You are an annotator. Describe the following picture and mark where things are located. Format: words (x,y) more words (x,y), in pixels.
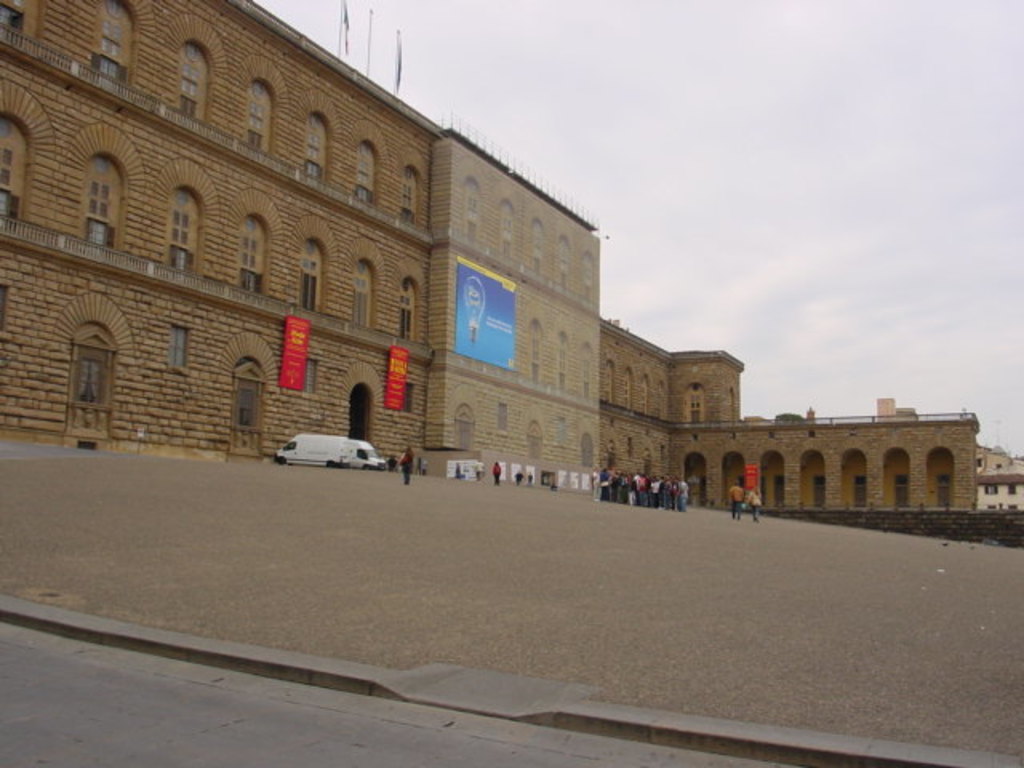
In this image I can see few buildings (555,401), ground (573,495) and on it I can see number of people (622,475) are standing. I can also see few vehicles (376,465) on the ground (363,472) and on the building (308,299) I can see few boards (507,364). I can also see something is written on these boards (751,474) and in the background (764,204) I can see clouds (837,219) and the sky (672,237). On the top side of this image (402,59) I can see few flags (343,42) on the building (234,49).
